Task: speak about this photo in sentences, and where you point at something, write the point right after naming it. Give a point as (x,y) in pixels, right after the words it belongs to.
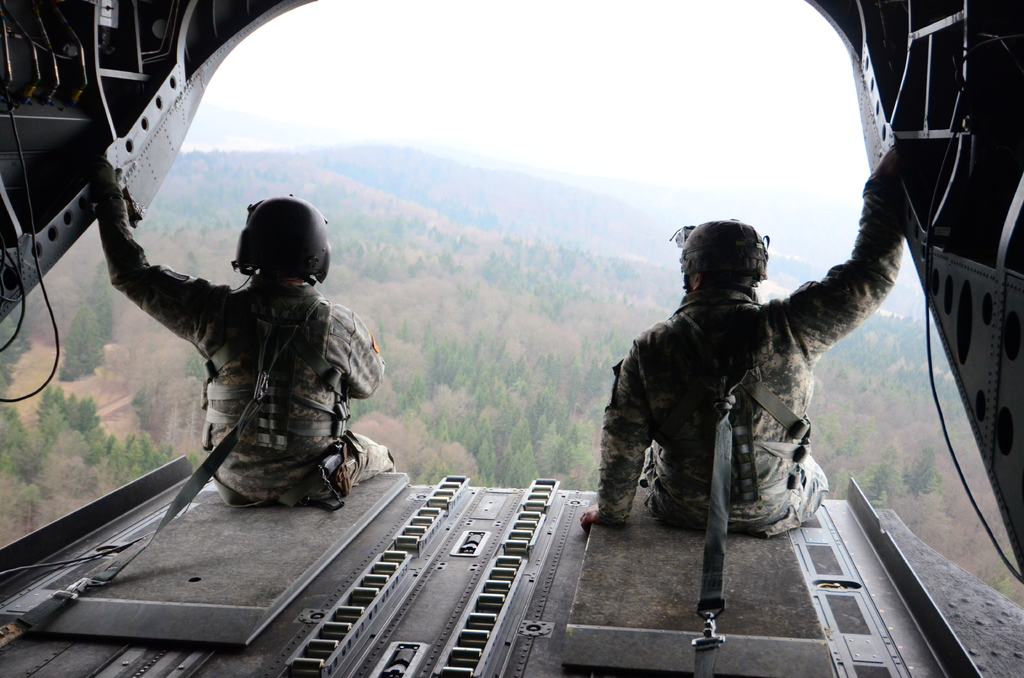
In this image I can see two persons (320,369) are sitting. I can see they are wearing uniforms (674,378) and helmets (737,258). I can also see number of trees (488,357) in the background (488,357).
